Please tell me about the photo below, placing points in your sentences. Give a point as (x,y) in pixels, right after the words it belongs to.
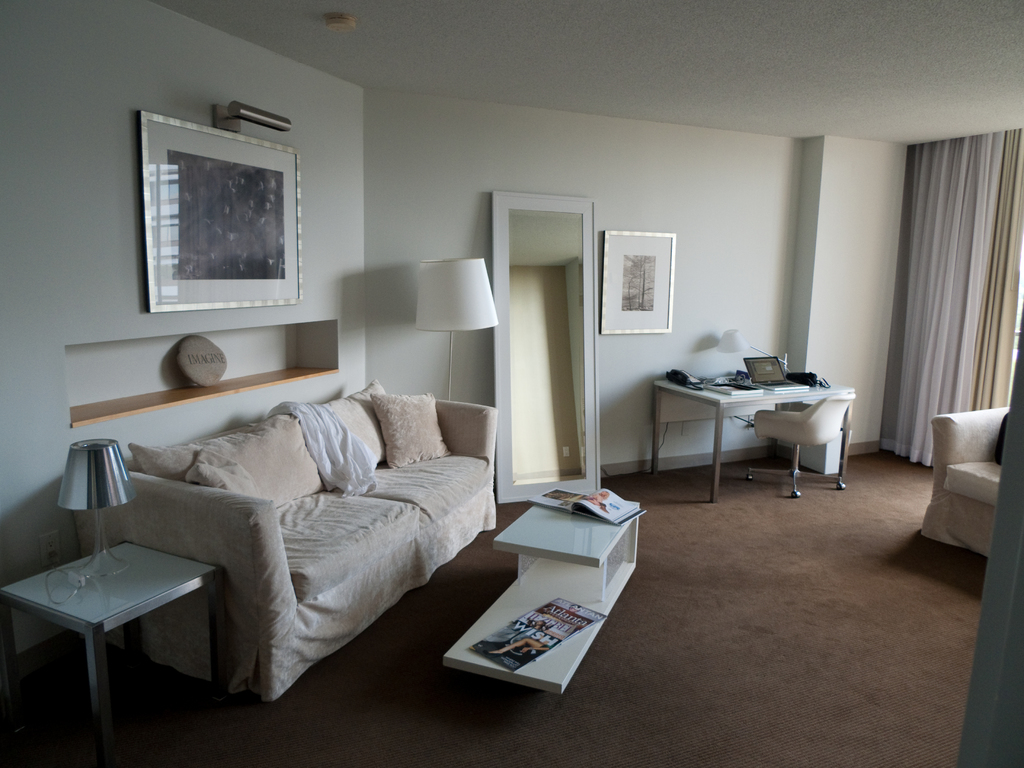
In this picture we can find a room (53,170). In that room (597,376) we can find a sofa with pillows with the cloth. And in the front of the sofa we can find a table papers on it. In the background (636,376) we can find a wall (617,376), lamp (450,365), table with some things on it. And we can also find a curtain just aside to that table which is white in colour.
